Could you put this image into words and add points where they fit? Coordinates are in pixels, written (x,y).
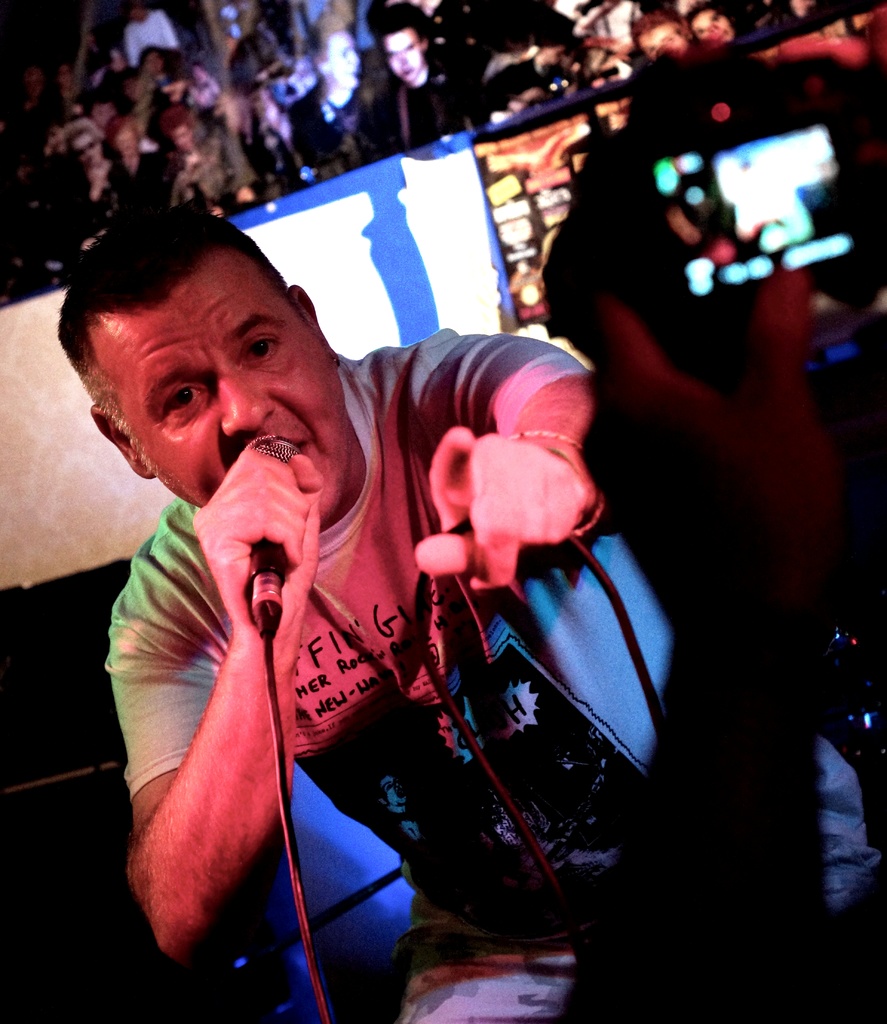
In the middle of the image (382,561), there is a person (382,561) in shirt (614,544), holding a mic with one hand (253,466), holding its cable (424,665) with the other hand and singing. On the right side (814,114), holding a camera (692,101). In the background (459,67), there are persons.
